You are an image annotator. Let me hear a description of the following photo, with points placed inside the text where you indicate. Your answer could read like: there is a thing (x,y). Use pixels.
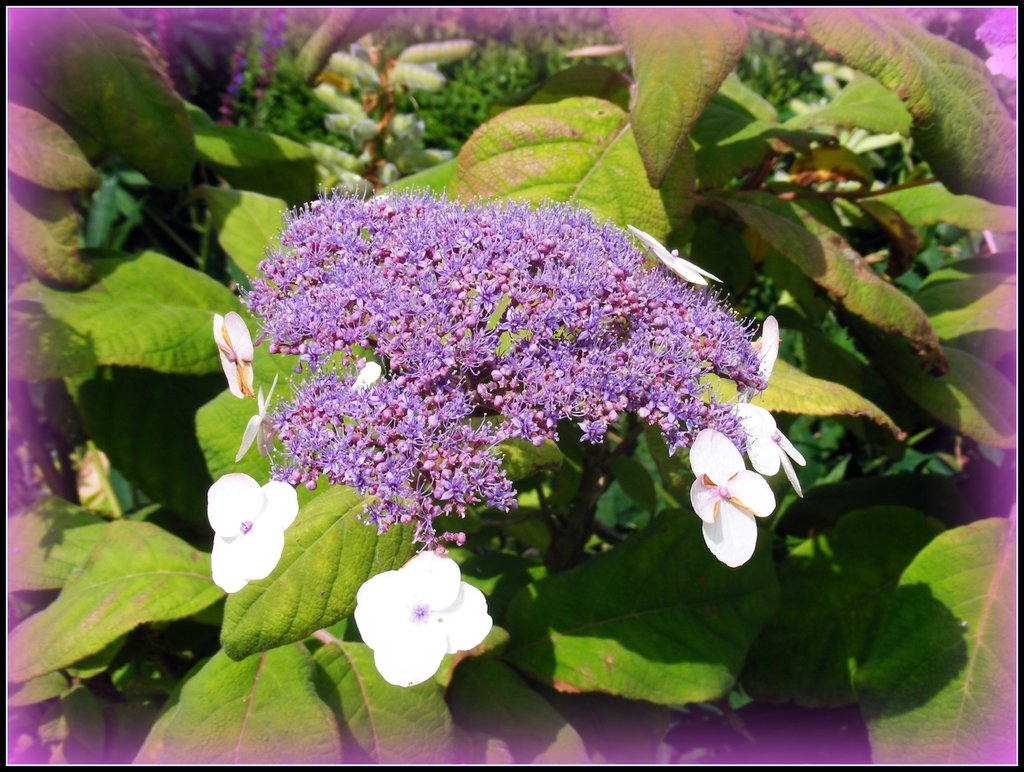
In this image we can see group of flowers (568,312) and some leaves (324,478).
